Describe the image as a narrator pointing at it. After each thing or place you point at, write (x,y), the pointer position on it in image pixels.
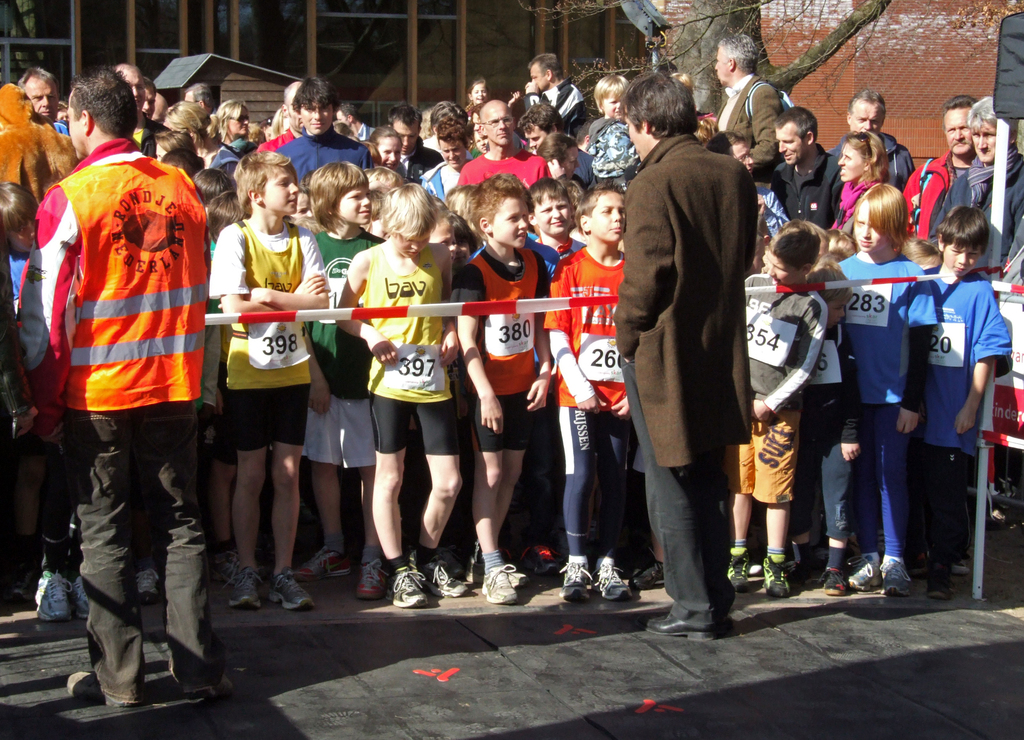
Here I can see two men (139,649) standing on the ground (259,697) facing towards the back side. In front of these men (628,283) many children (250,263) are standing and looking at these persons (694,228). In the background (353,38) there is a building (633,38) and a tree (703,31). On the right side (1007,311) there is a metal board (1002,385).
